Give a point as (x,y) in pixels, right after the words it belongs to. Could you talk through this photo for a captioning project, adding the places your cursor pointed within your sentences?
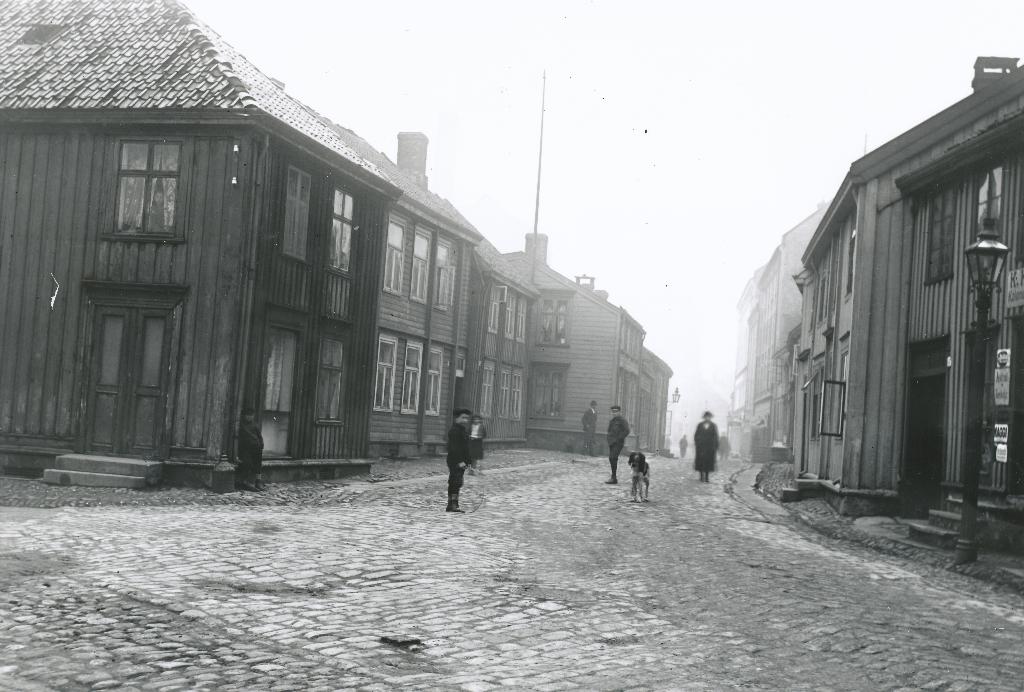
In this image, we can see few houses (377,396), walls (14,357), doors (160,371) and windows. On the right side (985,299), we can see a pole (978,397) with light (985,278), few posters (995,383). In the middle of the image (477,430), we can see few people (462,436) and dog (649,472) are standing on the road (536,550). Background (648,267) there is a sky (668,148).
